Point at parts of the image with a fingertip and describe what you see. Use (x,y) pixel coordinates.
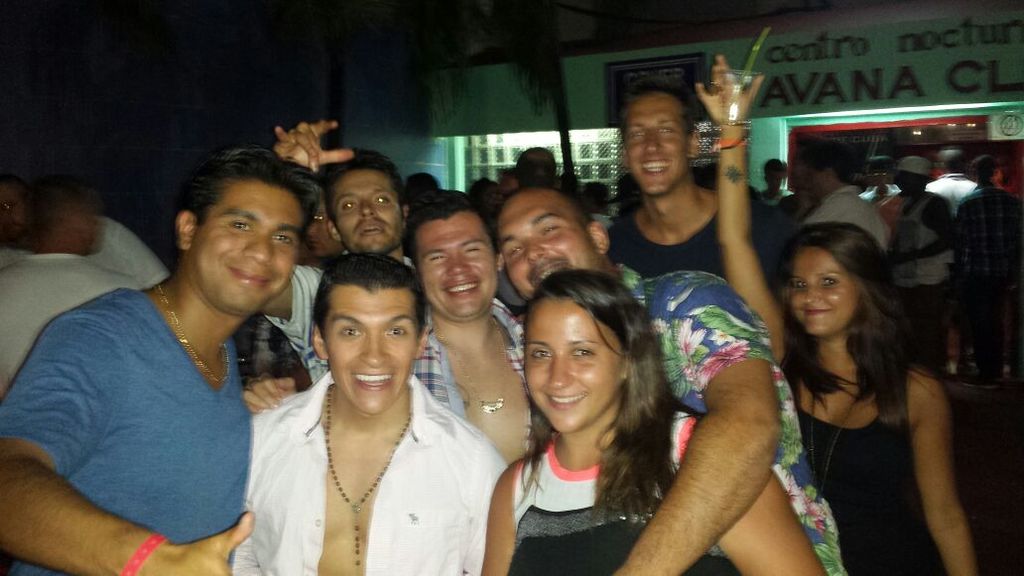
In this image, in the middle (551,340), we can see a group of people (795,253). On the right side (949,167), we can see a group of people (911,171) are standing and a board (937,27). In the background (694,160), we can see a glass window (491,164), pole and black color.
